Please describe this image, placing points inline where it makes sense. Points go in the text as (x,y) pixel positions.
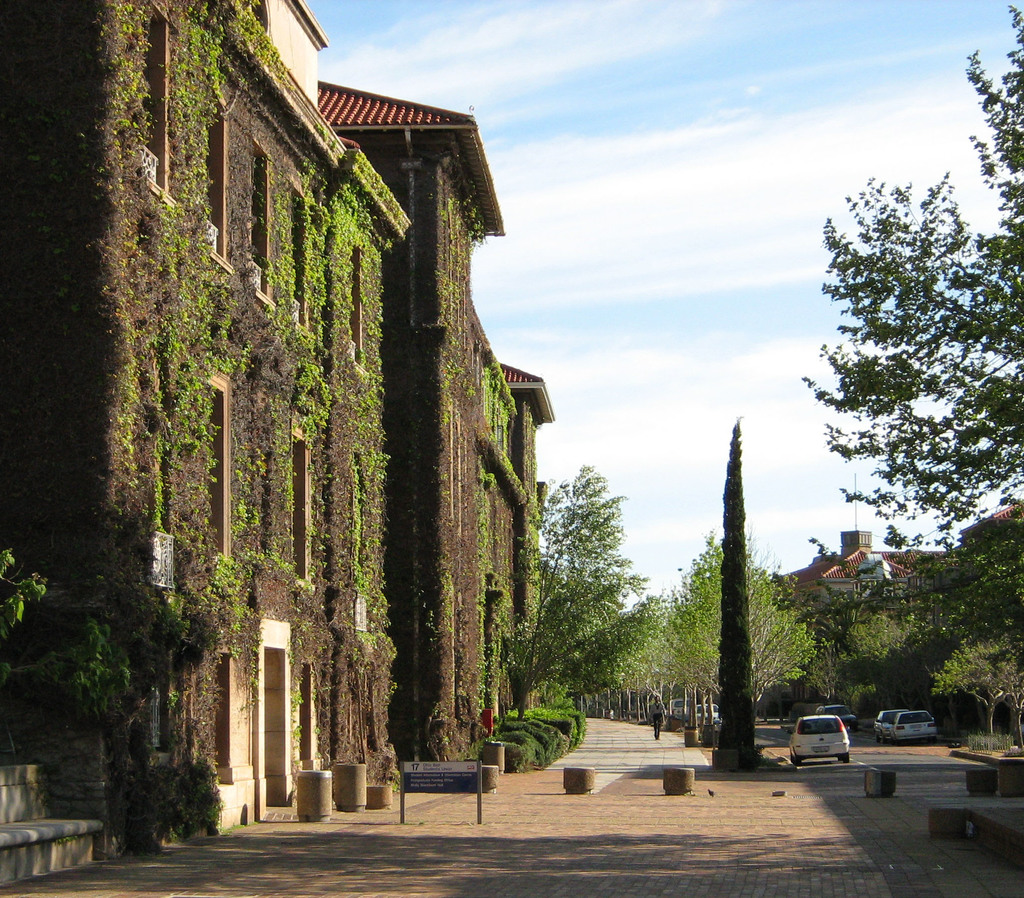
In this image we can see a few buildings (331,631), there are some trees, plants (370,721), vehicles (829,747) and some other objects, also we can see a person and a board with some text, in the background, we can see the sky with clouds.
